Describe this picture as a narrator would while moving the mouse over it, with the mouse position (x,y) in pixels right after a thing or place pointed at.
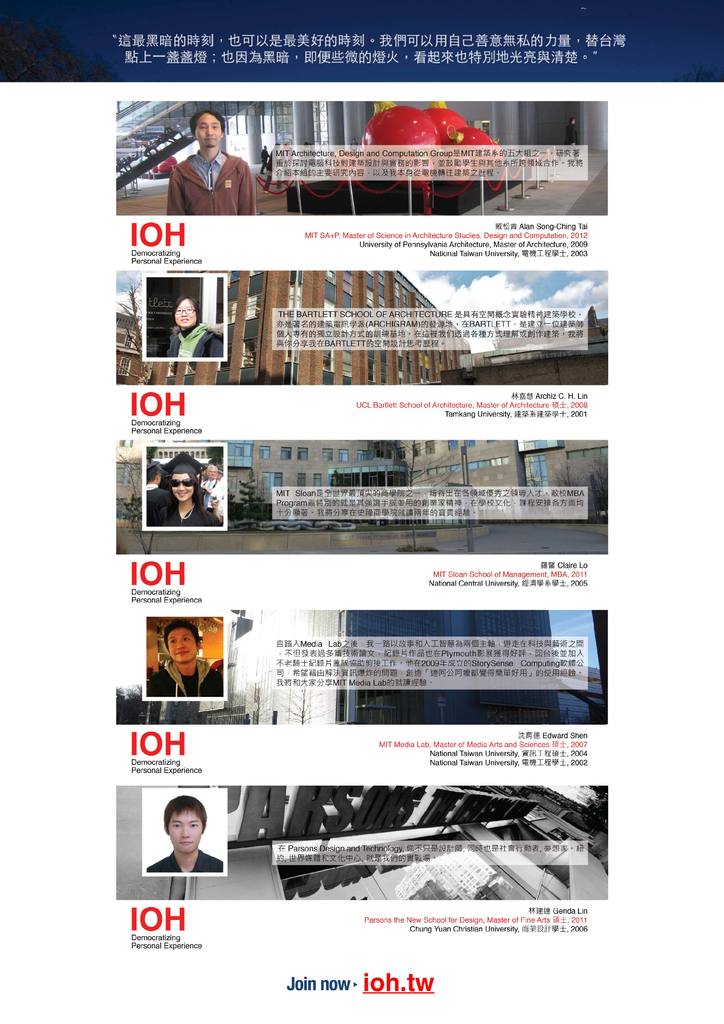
In this picture there are few persons (202,677) and there is something written beside them and there are some other objects (408,832) in the background (373,122).
